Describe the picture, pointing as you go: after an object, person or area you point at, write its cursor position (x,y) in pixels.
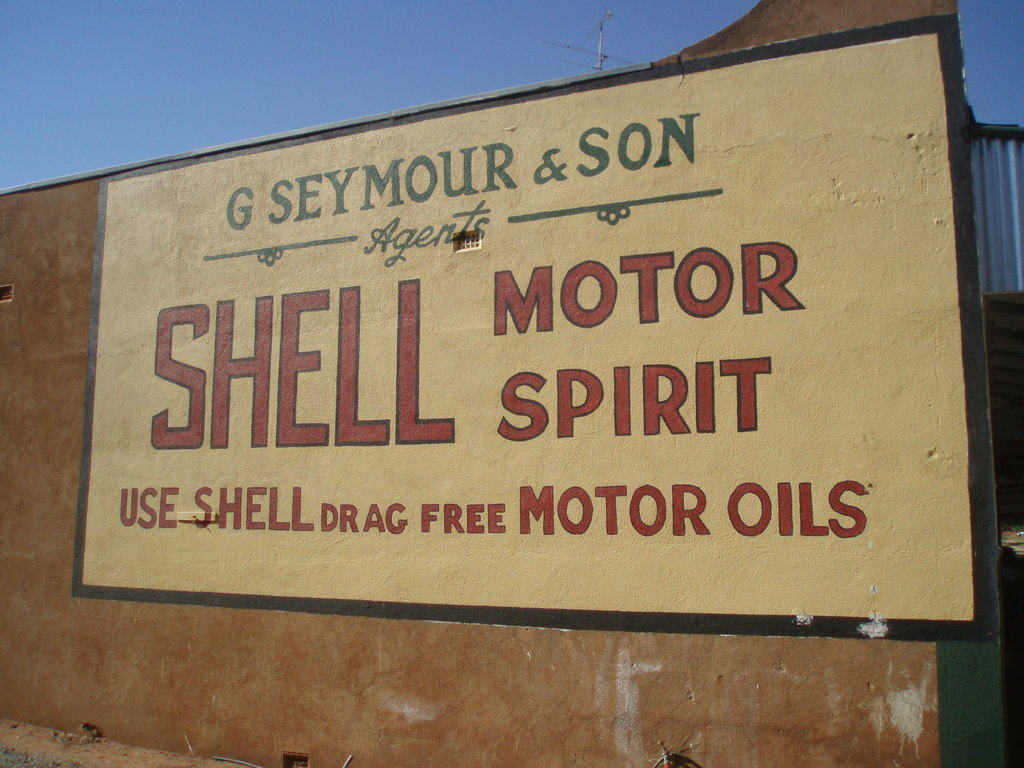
In this image there is a wall (365,618). There is text (545,496) painted on the wall (415,359). At the top (381,53) there is the sky (383,68). Behind the wall (209,363) there is an antenna (600,43).
